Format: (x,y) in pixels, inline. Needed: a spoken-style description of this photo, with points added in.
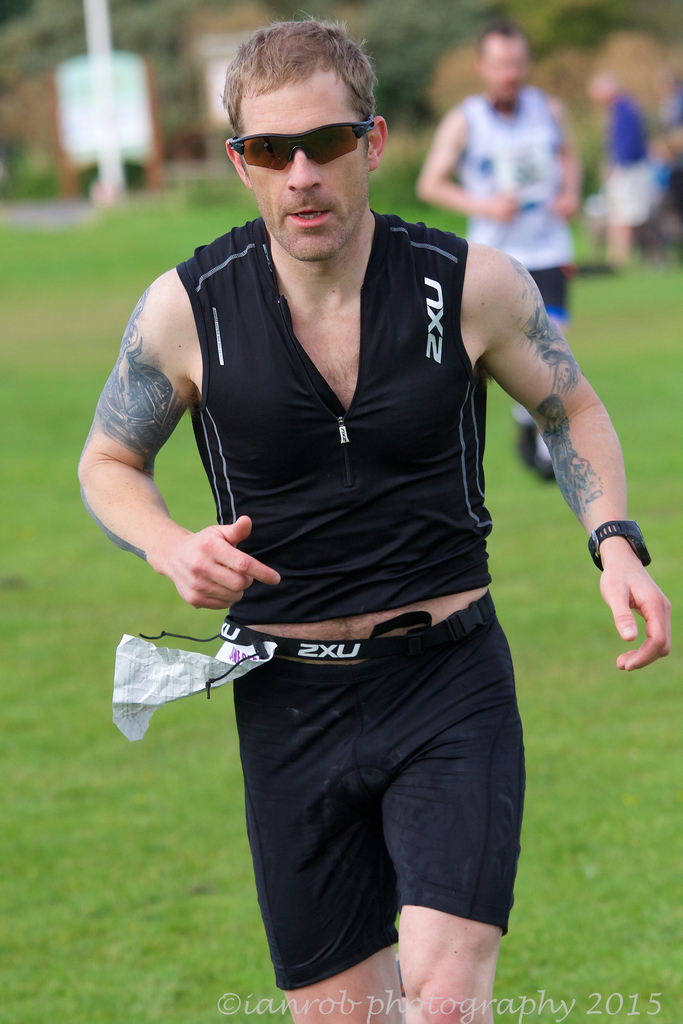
In this image we can see a person (309,780) running on the grass field (555,878). In the background (100,104), we can see a pole (98,108) and a board (81,112). In the bottom right corner of the image (479,996) we can see some text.
